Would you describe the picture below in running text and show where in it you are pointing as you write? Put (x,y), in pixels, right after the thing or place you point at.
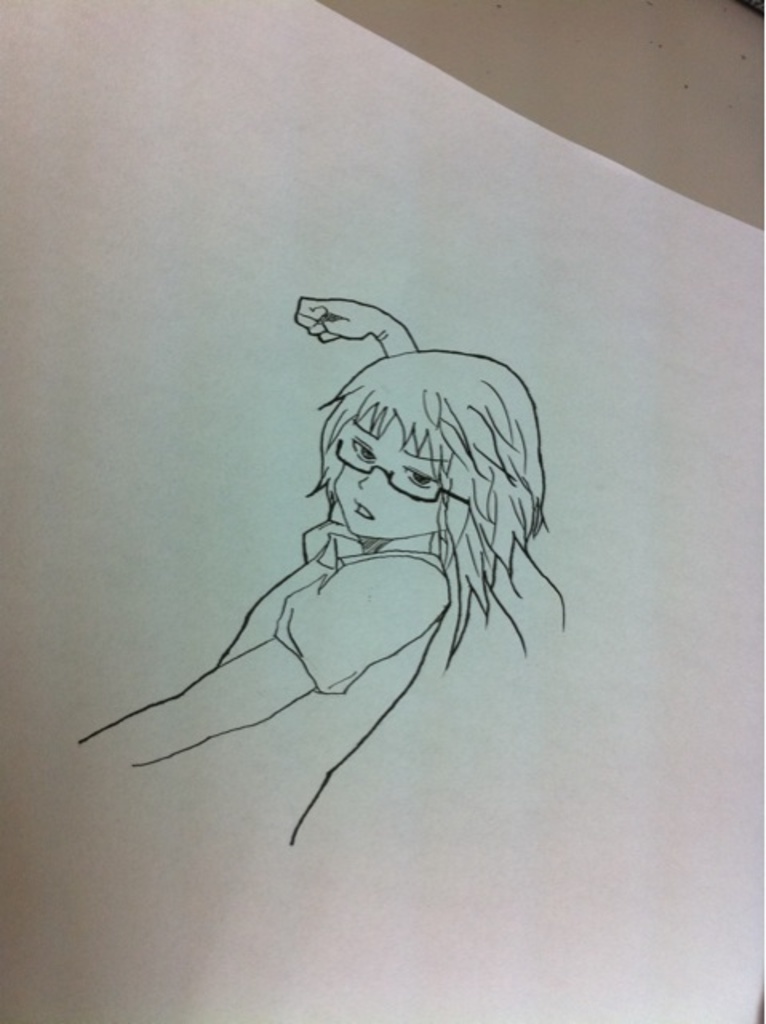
In this image there is a sketch (459,442) of a woman (440,451) on the paper (466,463).
